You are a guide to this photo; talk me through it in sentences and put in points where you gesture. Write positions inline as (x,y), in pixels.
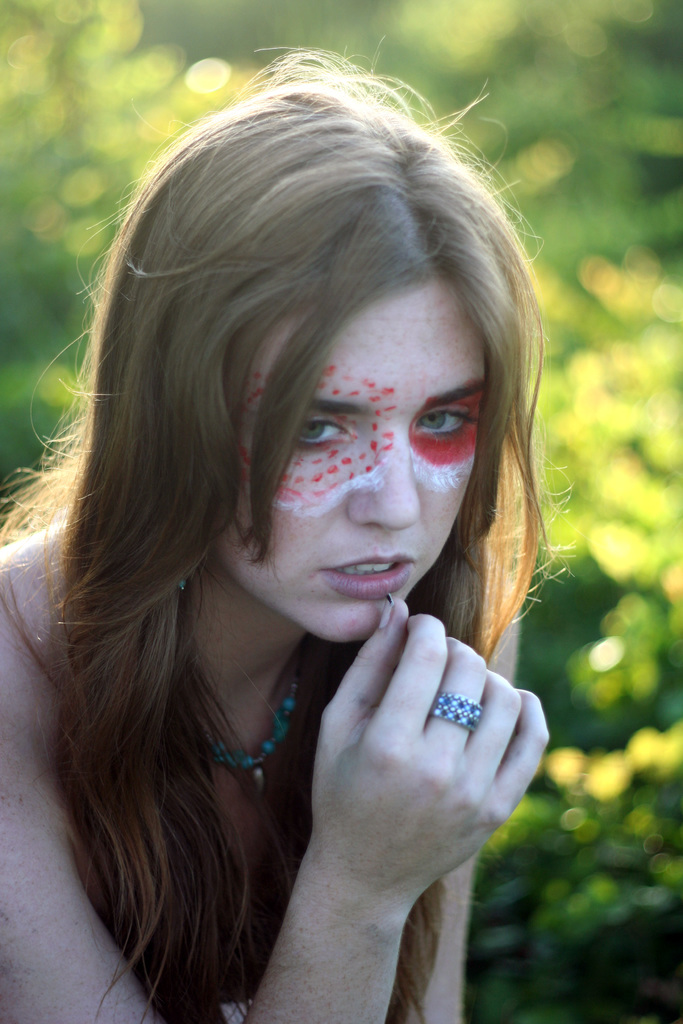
In the foreground of the picture (193,681) there is a woman (328,510), there is some makeup (438,454) on the woman's face (385,407). In the background (83,73) we can see greenery (637,450).
